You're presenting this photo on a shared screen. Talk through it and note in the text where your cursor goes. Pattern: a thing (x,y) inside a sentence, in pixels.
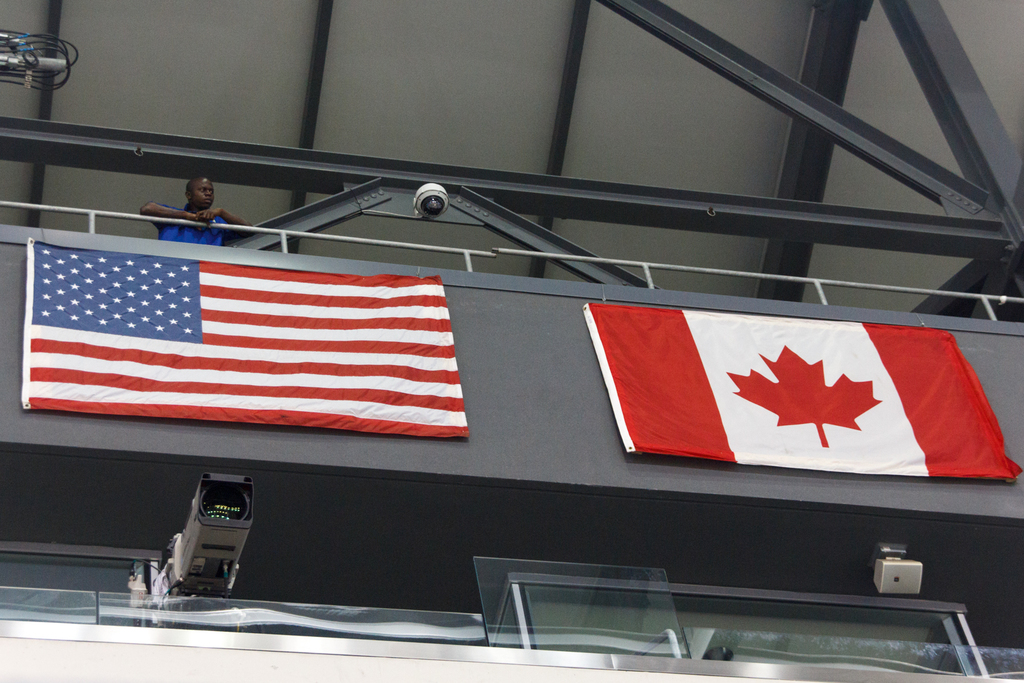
In the picture we can see a glass wall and on it we can see a CCTV camera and on the top of it, we can see the floor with a railing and behind it, we can see a man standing and on the ceiling (184,0) we can see the ceiling (631,228) with poles (565,206) to it.
